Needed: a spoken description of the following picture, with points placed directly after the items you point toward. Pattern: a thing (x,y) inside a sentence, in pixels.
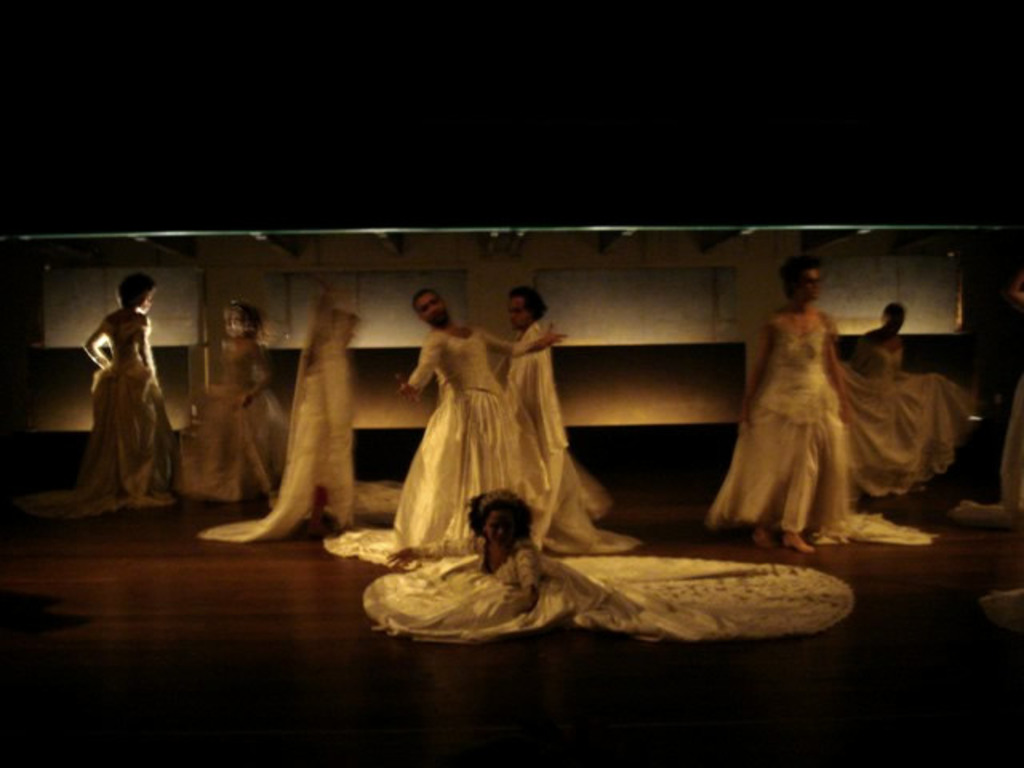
People (890,417) are standing wearing white dress (950,409). A person (467,633) is sitting at the front (553,613).
